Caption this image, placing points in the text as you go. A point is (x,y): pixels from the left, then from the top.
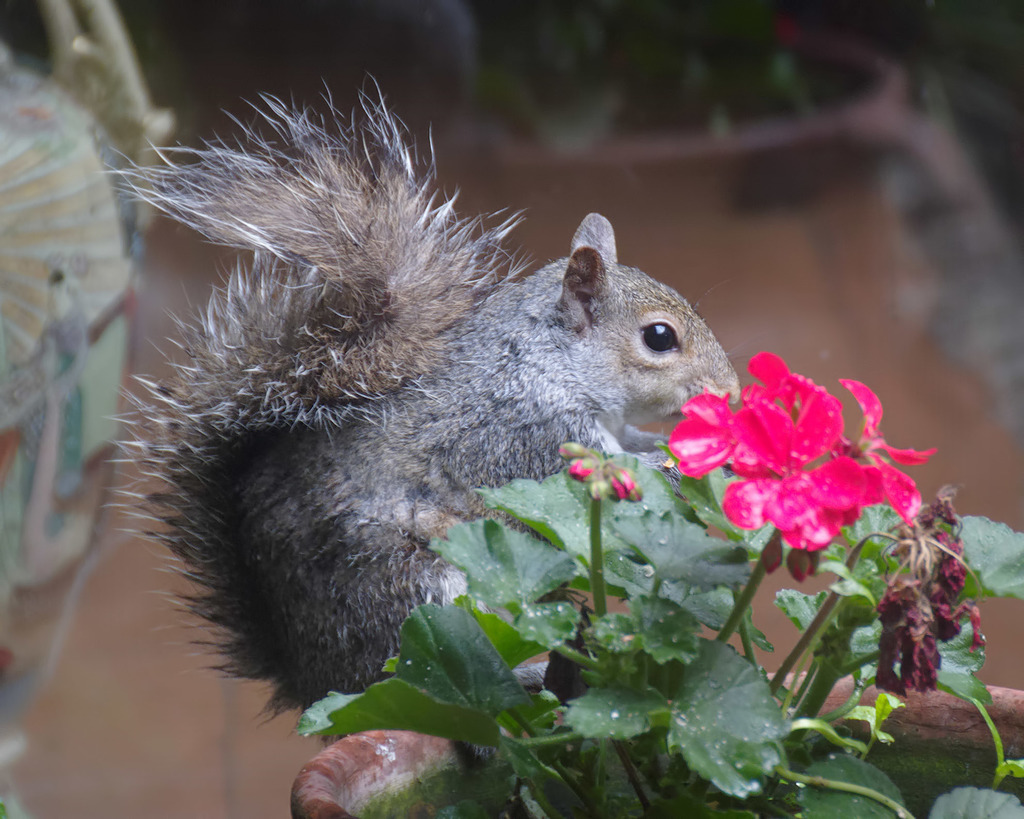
In this picture I can see the squirrel (340,471) who is standing on the pot (335,817). In that pot (335,802) I can see the red flower (839,419) on the plant (733,765). In the background (679,277) I can see the blur image.
